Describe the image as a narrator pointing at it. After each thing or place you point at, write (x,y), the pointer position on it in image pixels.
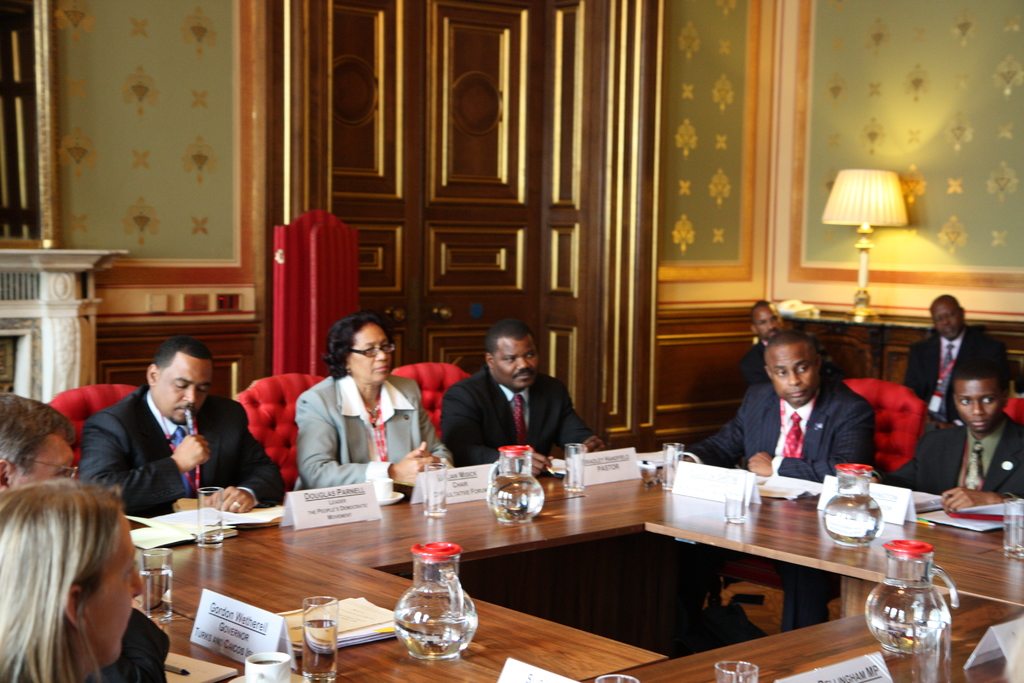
This image is taken indoors. In the background (321,185) there is a wall (244,162) with a door (425,244) and a few paintings (139,99) on it. There is a lamp (866,280) on the table (823,339). At the bottom of the image (483,626) there is a table (667,654) with a few name boards (337,487), papers (190,530), glasses (203,522) with water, jugs (430,597) with water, a cup (288,665) of tea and a few things (220,671) on it. In the middle of the image (494,417) many people (344,415) are sitting on the chairs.
